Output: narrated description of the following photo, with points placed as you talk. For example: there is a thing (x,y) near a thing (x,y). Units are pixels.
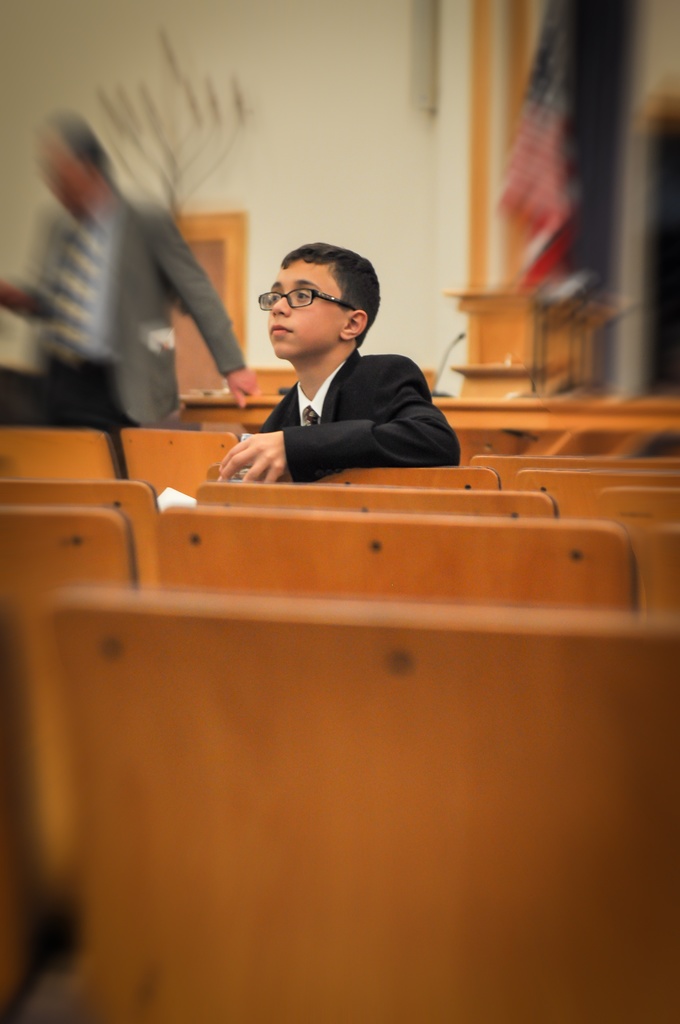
In the picture I can see a boy (300,392) is sitting on a chair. In the background (133,312) I can see a man (111,312) is standing, a wall (331,138) and other objects (572,227). The background of the image (405,210) is blurred. Here I can see some chairs (310,746) in front of the image.
